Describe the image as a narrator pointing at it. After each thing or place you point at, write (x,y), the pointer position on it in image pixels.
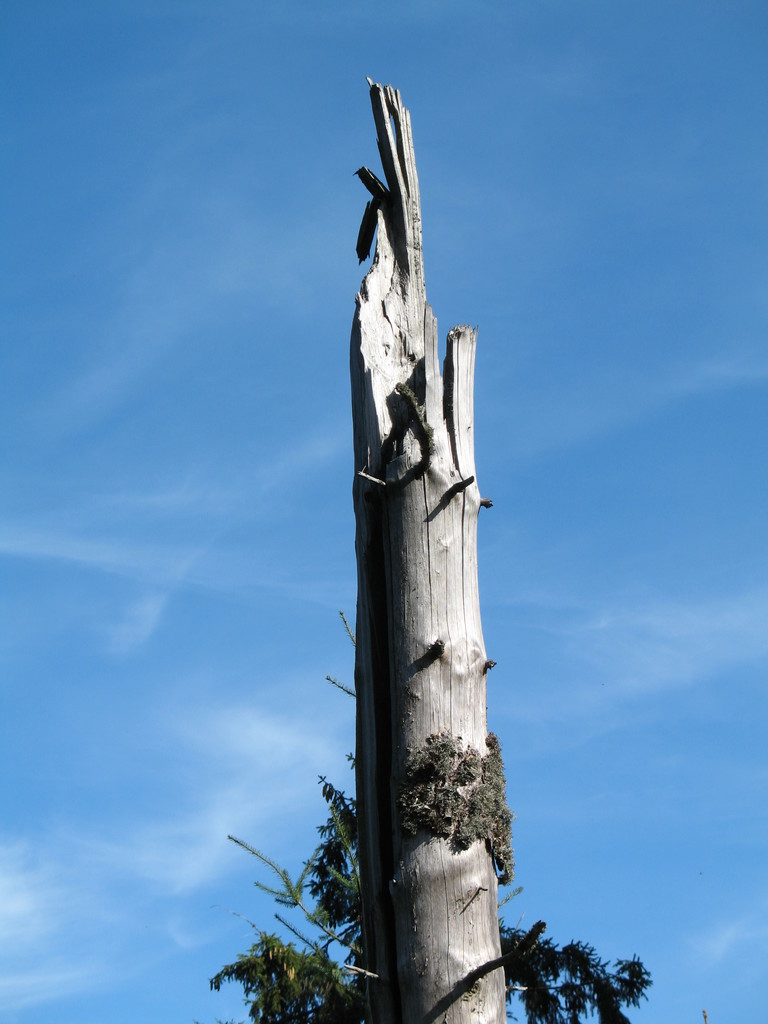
In this picture, there is a tree trunk (374,583). In the background (347,527), there is a sky (534,448) with clouds (649,398).
